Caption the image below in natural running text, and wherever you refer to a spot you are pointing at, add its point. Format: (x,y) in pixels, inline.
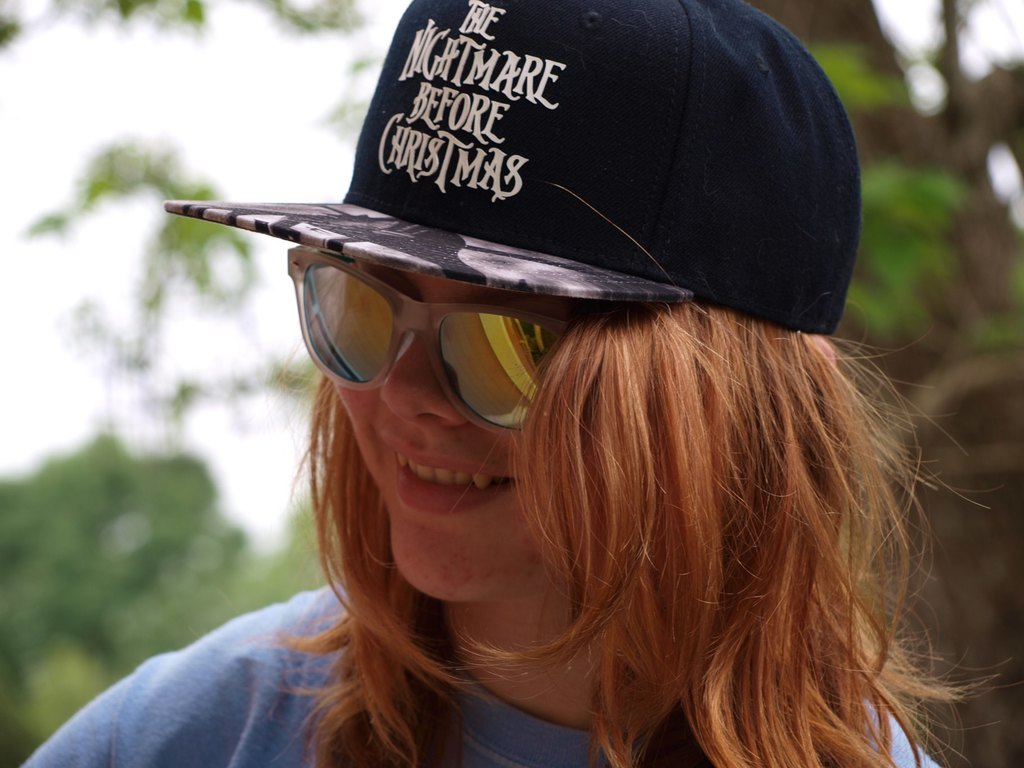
In this picture we can see a girl (633,411) wearing black cap (581,180) and sunglasses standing in the front (466,710), smiling and looking on the left side (332,500). Behind there is a blur background with some trees (16,730).
